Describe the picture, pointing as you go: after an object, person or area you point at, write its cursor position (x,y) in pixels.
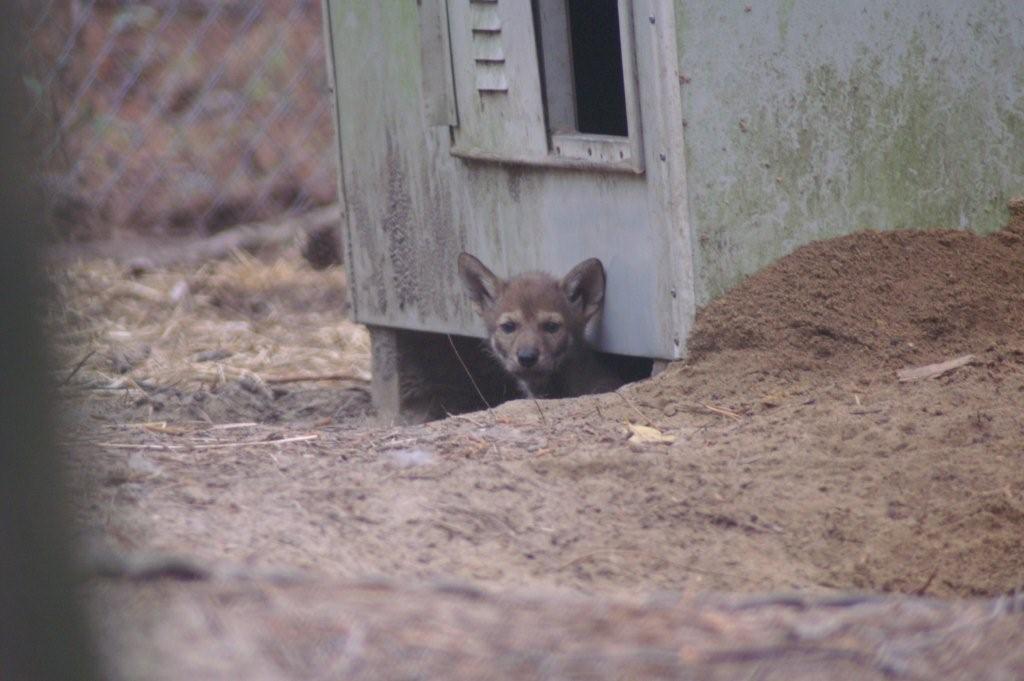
In this picture there is a fox (599,282) under the room (667,341). At the top (559,33) there is a window (561,36). On the left (118,45) we can see the fencing (191,191).
